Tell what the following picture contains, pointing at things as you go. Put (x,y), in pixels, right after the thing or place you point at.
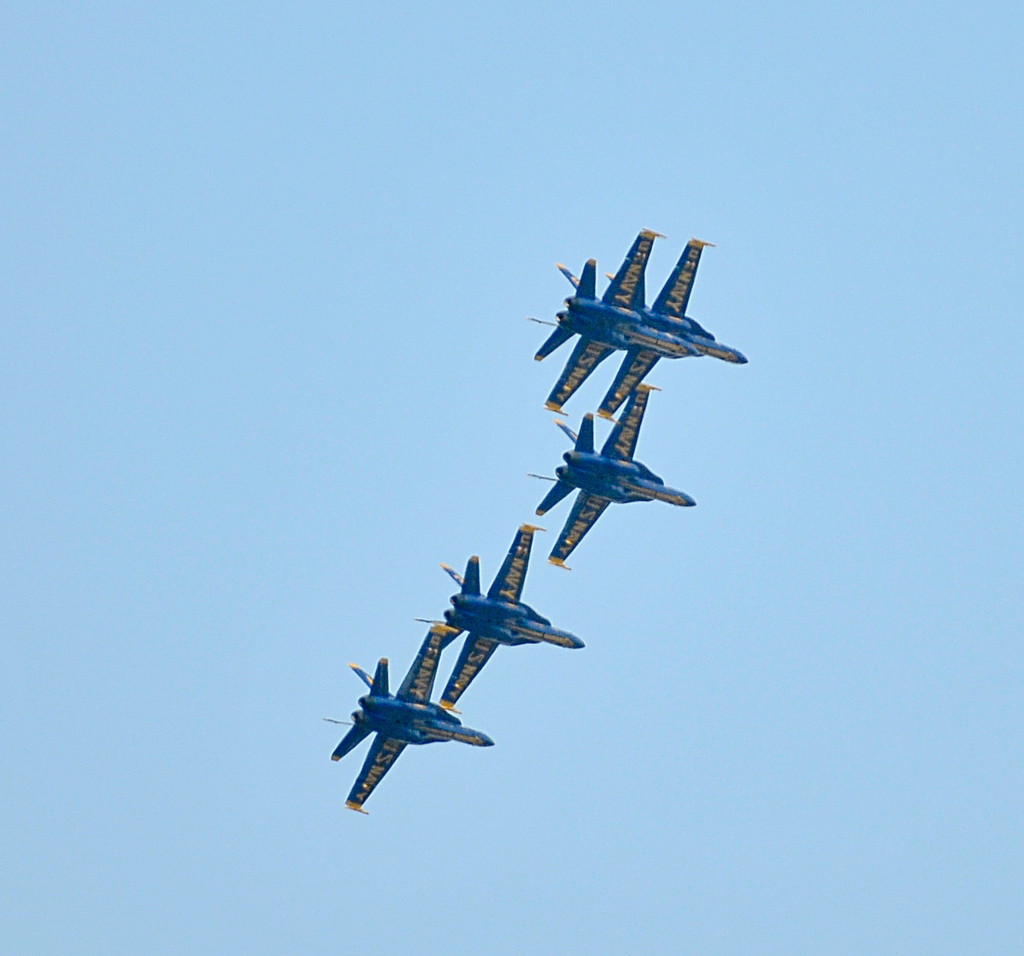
In the picture we can see a sky (939,584) and five aircrafts (444,712) are flying which are blue in color.
